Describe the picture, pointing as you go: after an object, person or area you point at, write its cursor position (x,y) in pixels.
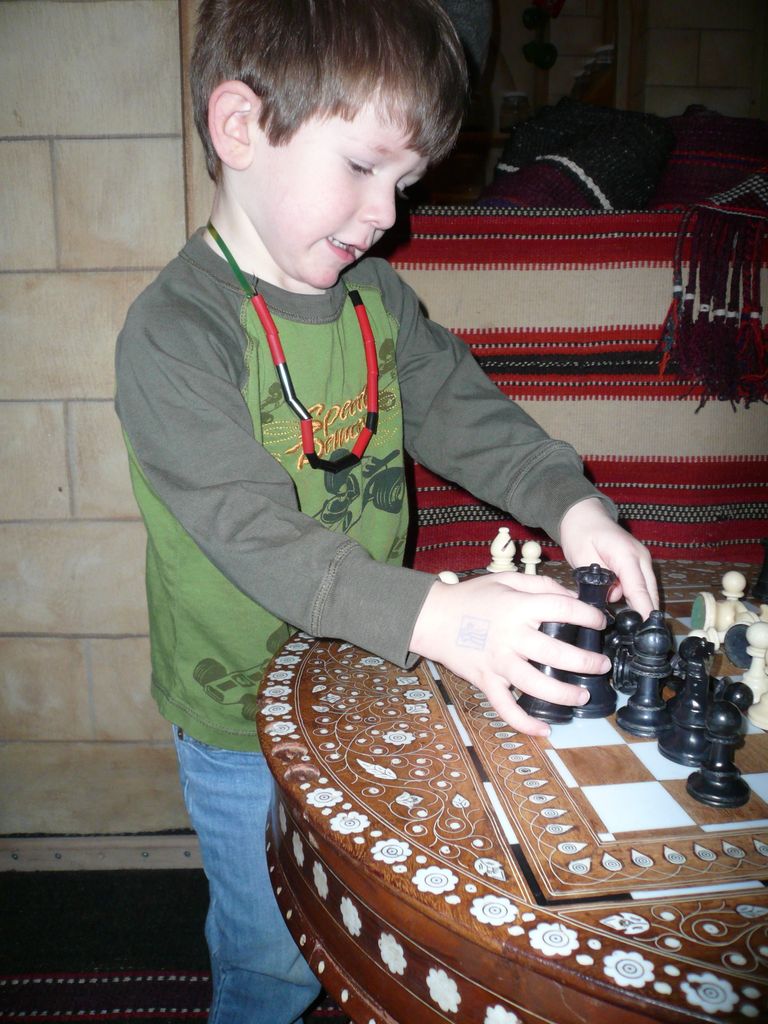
In this picture we see a boy (249,15) playing with chess board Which is placed on the table? (355,890)
